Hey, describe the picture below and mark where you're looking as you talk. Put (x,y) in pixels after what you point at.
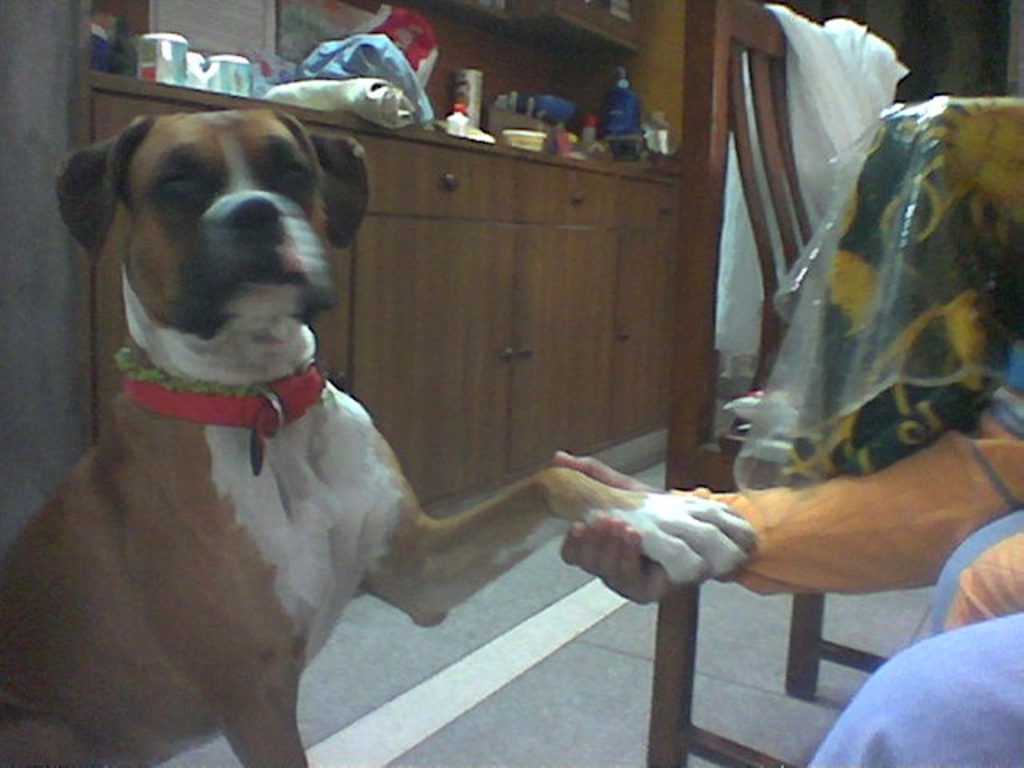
In the image we can see there is a dog (412,554) sitting on the floor (625,632) and a person (770,499) is holding dog's hand (690,556). Behind there is a wardrobe (575,225) made up of wood (592,229).
